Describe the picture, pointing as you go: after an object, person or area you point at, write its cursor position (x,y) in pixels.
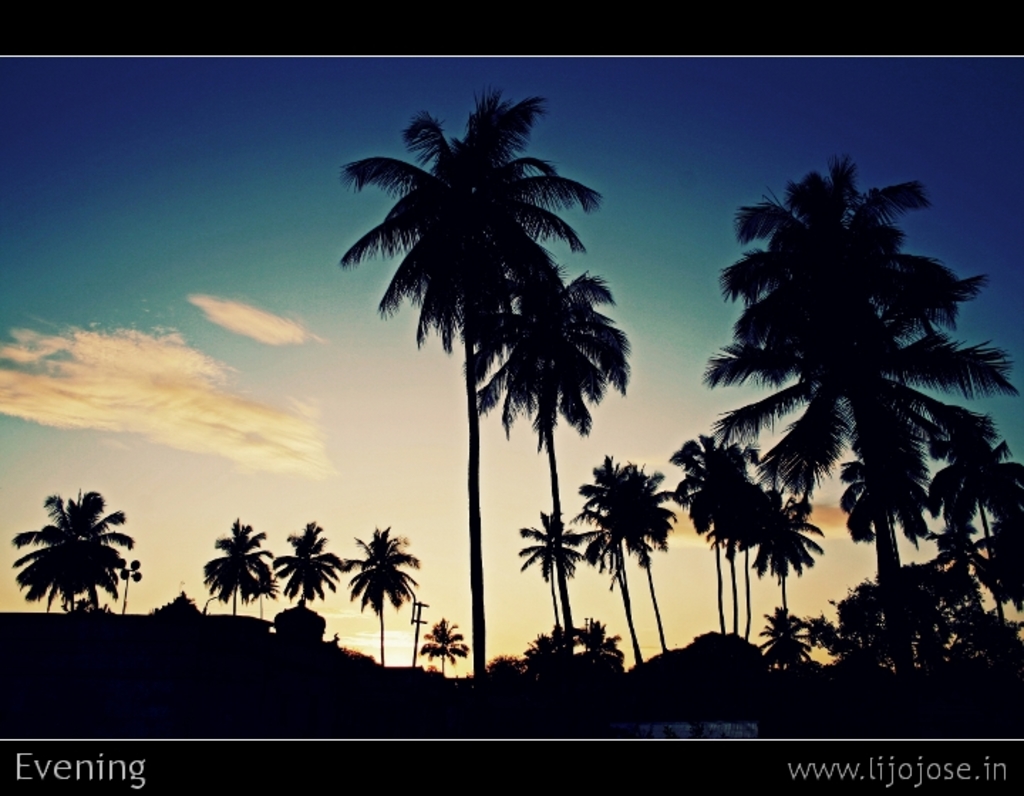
In this image I see a number of trees (488,198) and the sky (461,509).
